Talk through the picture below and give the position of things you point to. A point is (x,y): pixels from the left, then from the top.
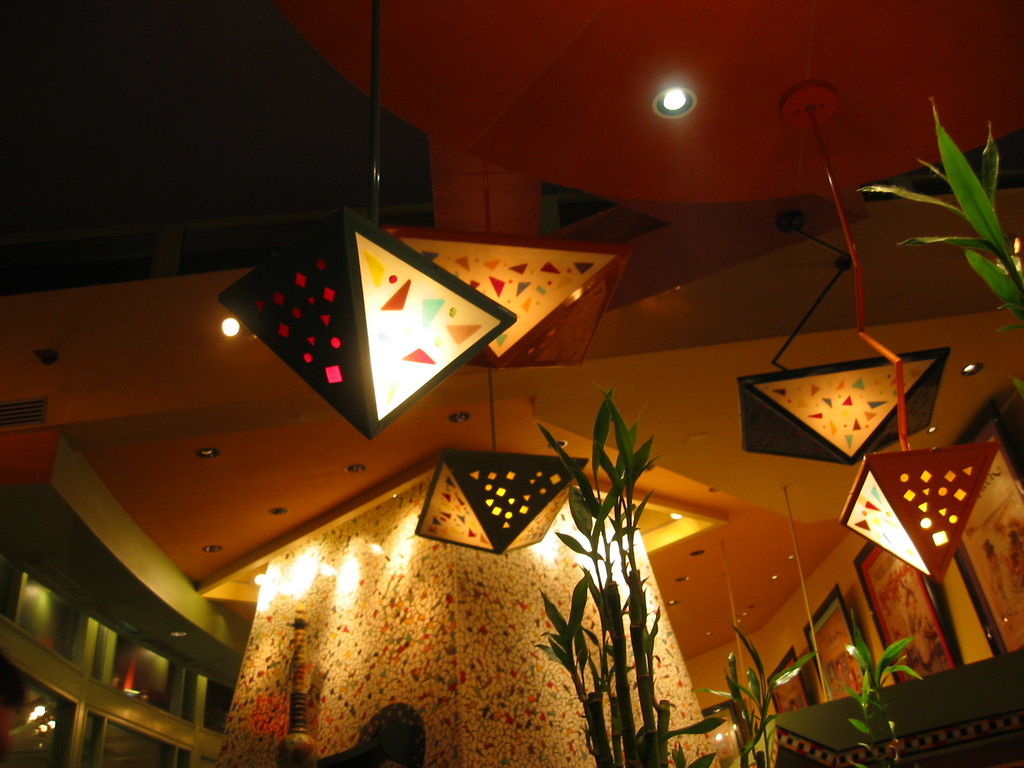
In this picture there are plants (1018,381) and there are frames (925,668) on the wall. At the top (453,244) there are lights (492,468). In the foreground (400,743) there is an object (367,599). At the bottom left (153,646) there is a reflection (44,714) of light (32,719) on the mirror (36,704).
